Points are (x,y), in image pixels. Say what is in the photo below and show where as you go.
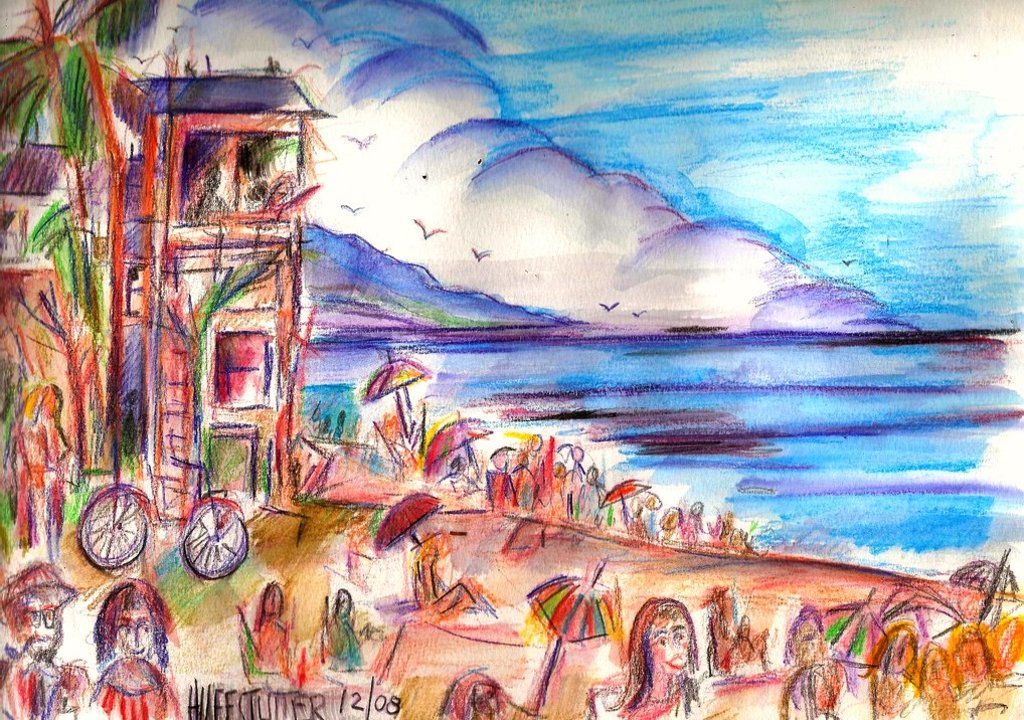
In this image, we can see a drawing. Here we can see buildings (221,350), trees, few people (888,688), umbrellas (560,616), water (754,443), birds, bicycle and sky (661,180).
